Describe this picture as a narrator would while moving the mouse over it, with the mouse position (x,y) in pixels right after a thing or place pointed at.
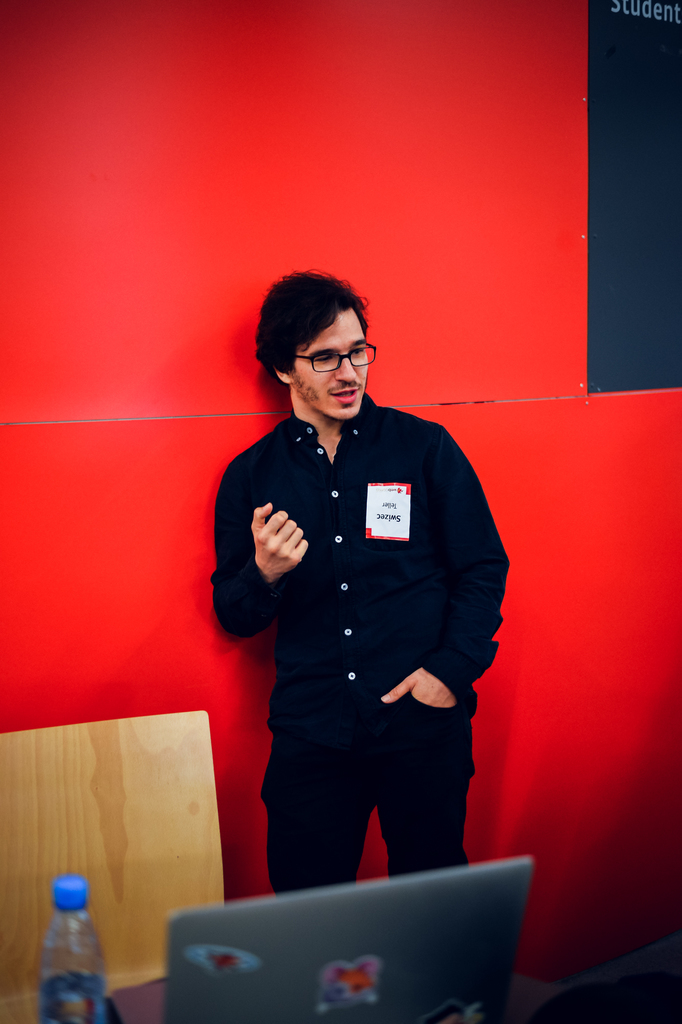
In this image we can see a person (287,582) standing and we can also see a bottle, laptop (254,921) and wooden object (39,794).
